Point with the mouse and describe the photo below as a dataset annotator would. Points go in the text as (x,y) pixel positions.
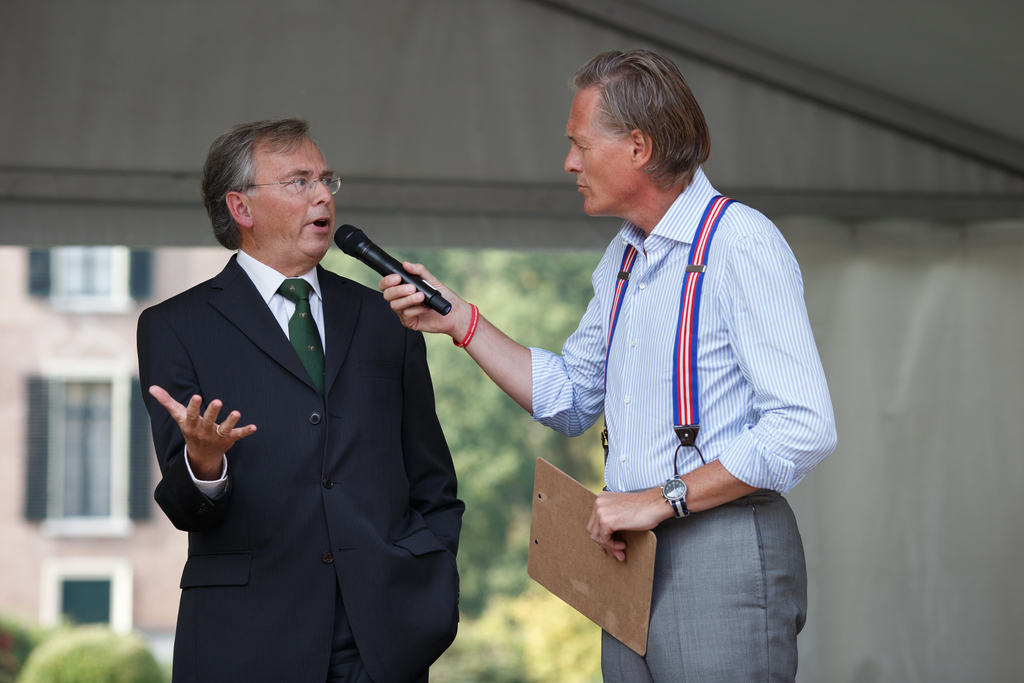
In this image there are two persons (299,440) standing. On the right side (723,398) the person (381,286) is holding a mic (360,249). At the back side (77,391) there is a building (66,443).
